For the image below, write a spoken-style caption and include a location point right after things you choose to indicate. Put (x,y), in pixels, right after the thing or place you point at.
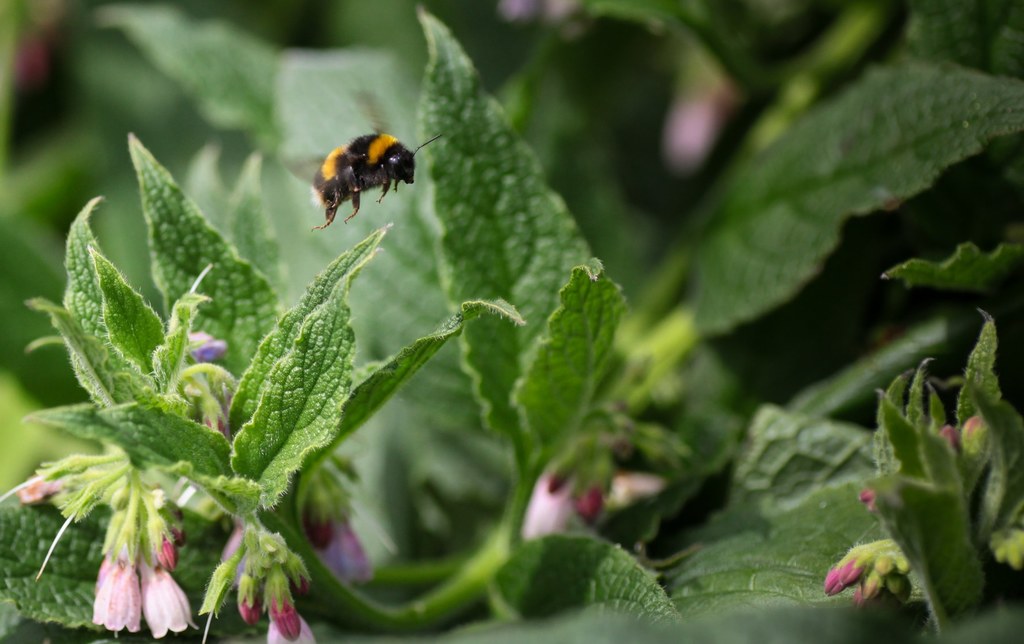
In this picture, we see the plants (692,339) which have flowers (242,571) and buds (277,542). These flowers (330,557) are in pink, red and violet color. In the middle (343,225), we see a bumblebee (339,156). In the background (140,127), we see the plants (660,292). In the background (753,276), it is green in color and this picture is blurred in the background (702,209).
